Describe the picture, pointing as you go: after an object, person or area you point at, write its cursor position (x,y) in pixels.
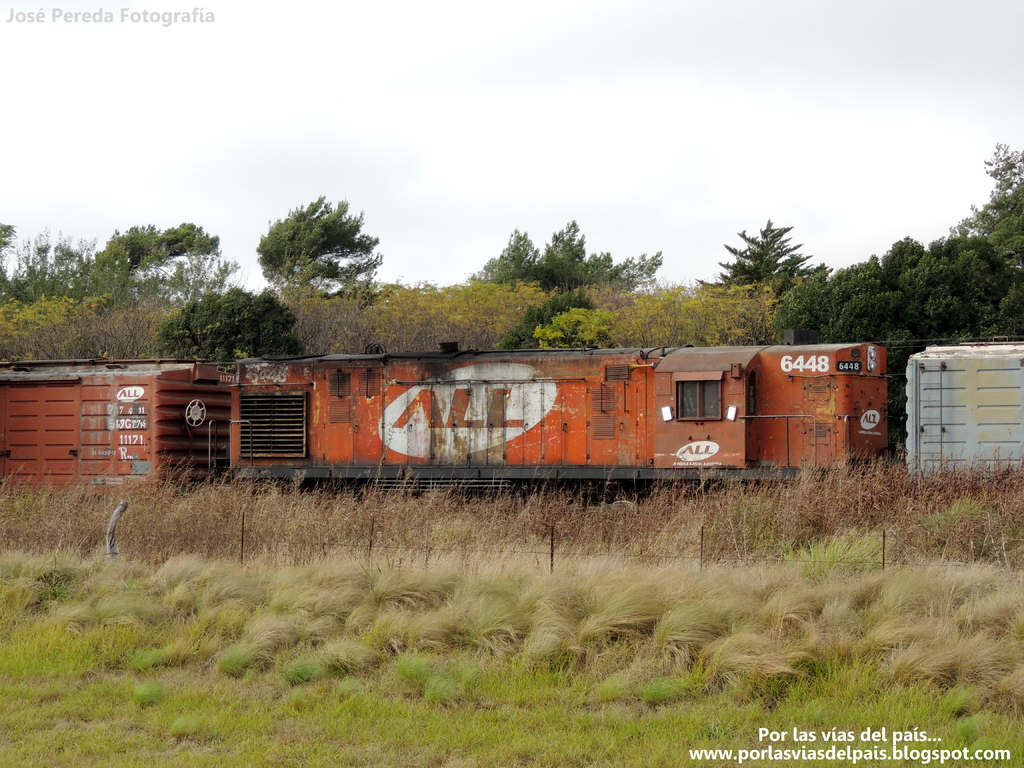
In the picture I can see a train (567,445), fence (515,556), the grass (513,573) and plants (344,530). In the background (429,253) I can see trees (489,269) and the sky (415,153). I can also see watermarks (838,737) on the image.
